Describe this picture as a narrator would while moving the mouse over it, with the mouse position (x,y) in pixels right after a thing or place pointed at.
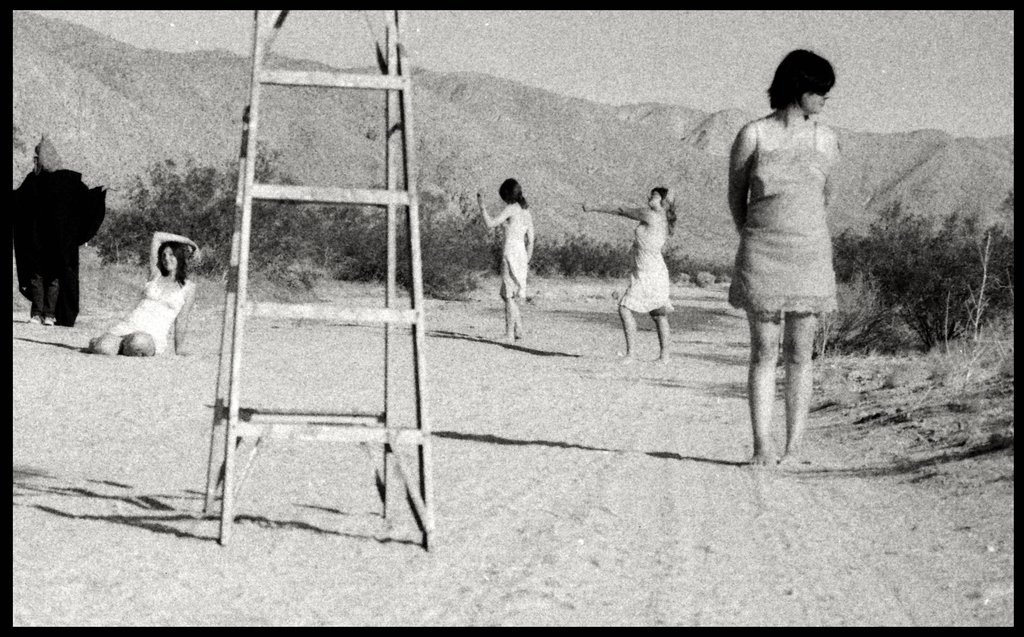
In the foreground of this black and white image, there are women (509,261) standing and sitting on the sand (150,389) and we can also see a ladder like structure (362,415) on the left (251,195). In the background (212,201), there are trees (212,180), mountains (545,124) and the sky (583,54).
